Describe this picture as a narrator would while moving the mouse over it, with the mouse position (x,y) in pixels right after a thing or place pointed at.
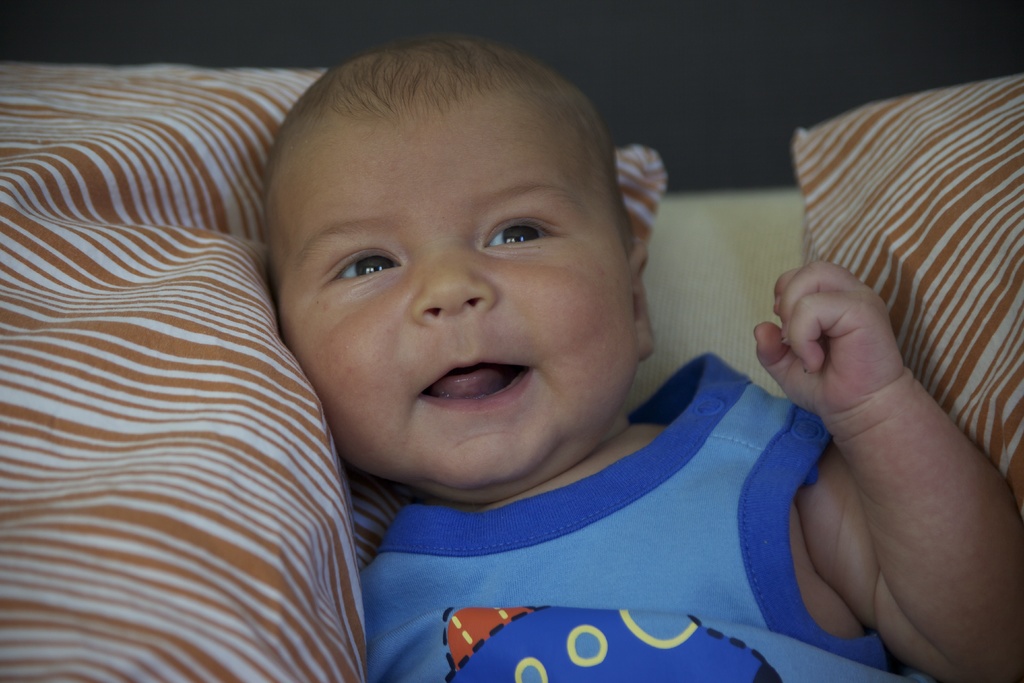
Here I can see a baby (507,498) wearing a blue color t-shirt (606,568) and laying on the bed (698,306). On both sides of the baby (471,496), I can see the pillows (131,283).
